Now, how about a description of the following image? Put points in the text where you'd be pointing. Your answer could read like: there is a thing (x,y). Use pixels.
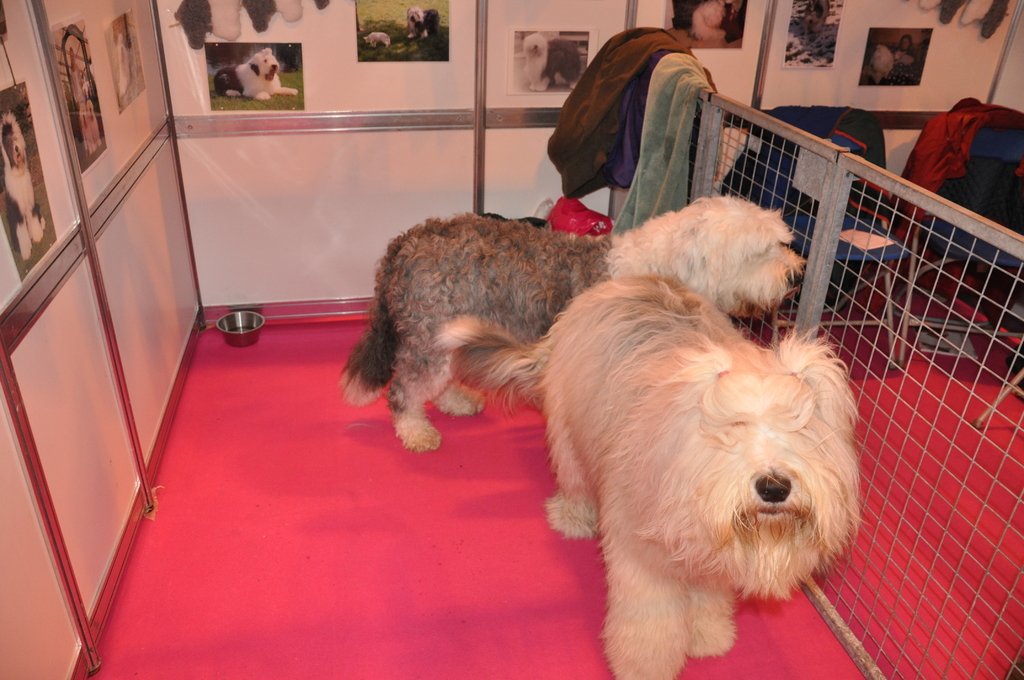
In the center of the image (545,359) we can see two dogs (544,379), on the red carpet (400,557). And we can see, dogs (655,466) are in cream and brown color. In the background (35,198) there is a fence (869,198), chairs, books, clothes (967,203), collection of photos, one bowl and a few other objects (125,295).
